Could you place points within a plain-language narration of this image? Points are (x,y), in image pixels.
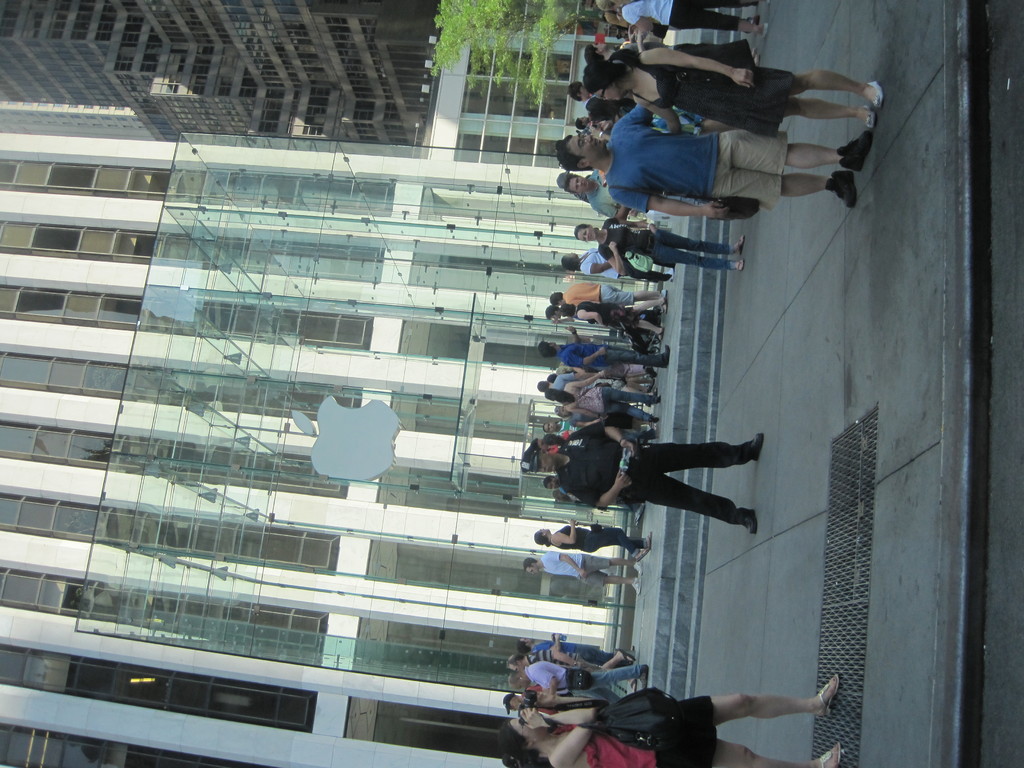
On the left side of the image (84,263) there is a building (95,160) with glass walls (352,382) and pillars (306,378). And also there is a logo (384,459) on the glass (547,515). In front of the building (398,451) there are many people (553,465). And also there are steps (665,591). On the right side of the image (730,174) there are few people (689,732) standing on the footpath (834,423). At the top of the image (519,55) there are branches (529,32) with leaves (454,56).
